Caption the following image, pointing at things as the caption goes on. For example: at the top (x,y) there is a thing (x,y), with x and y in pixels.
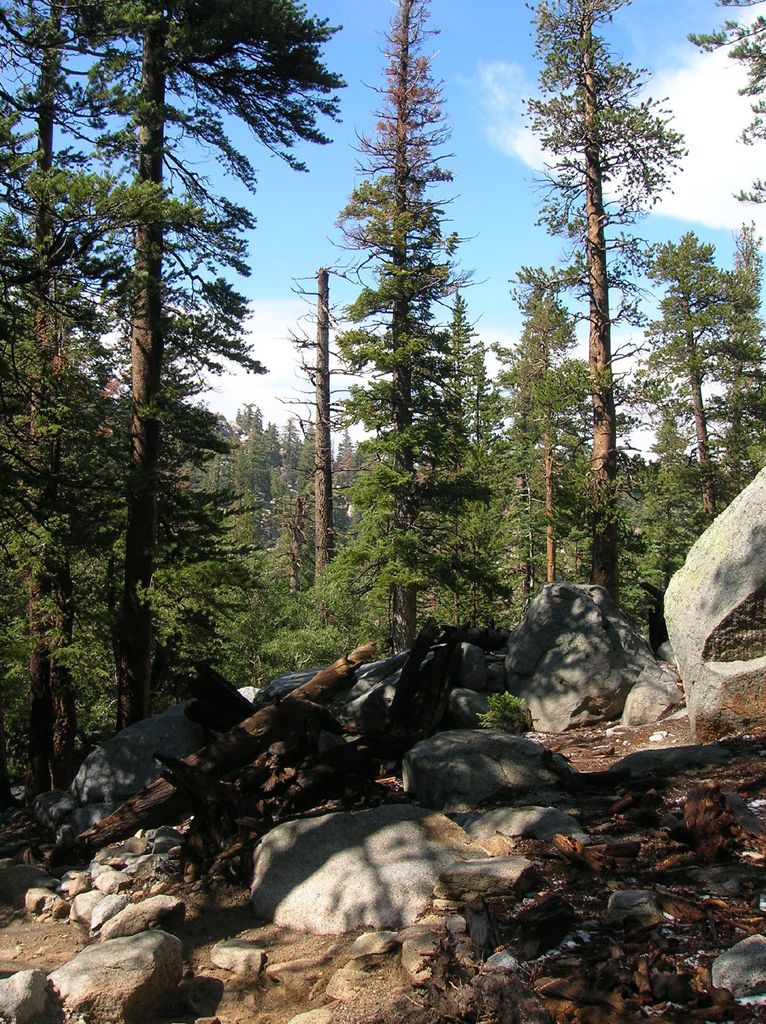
In this image, we can see rocks (488,780), logs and trees (507,407). At the top (479,155), there are clouds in the sky (473,275).
